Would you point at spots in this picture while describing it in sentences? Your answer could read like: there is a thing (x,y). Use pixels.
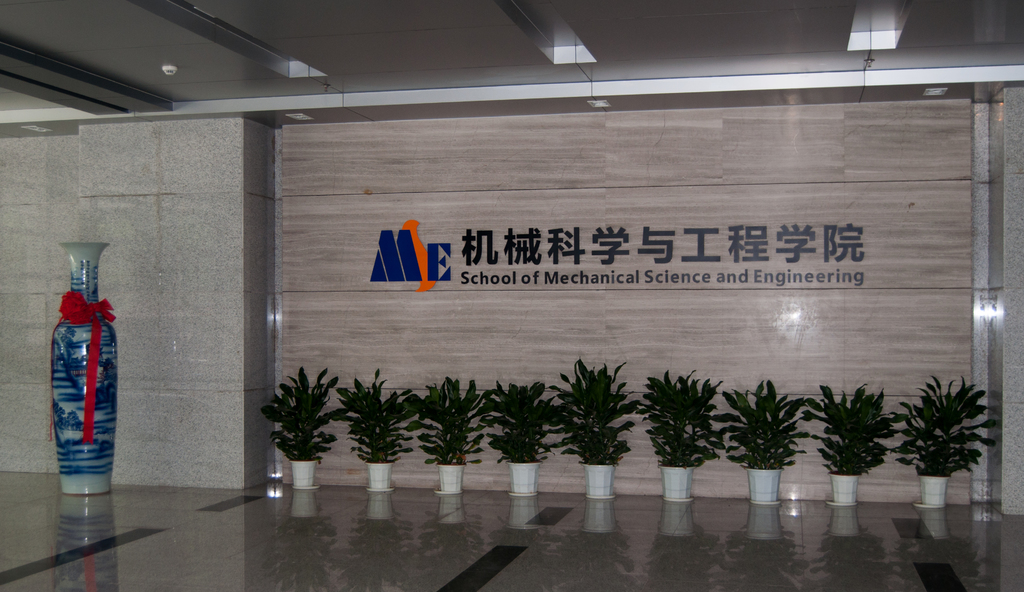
In the image there is a marble wall (7,356), in front of the wall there is a wooden board (519,313), on that a logo (419,283) and an engineering stream name (650,270) is mentioned, in front of that wooden board (427,467) there are small plants (449,428), on the left side (89,389) there is an object (65,416).
